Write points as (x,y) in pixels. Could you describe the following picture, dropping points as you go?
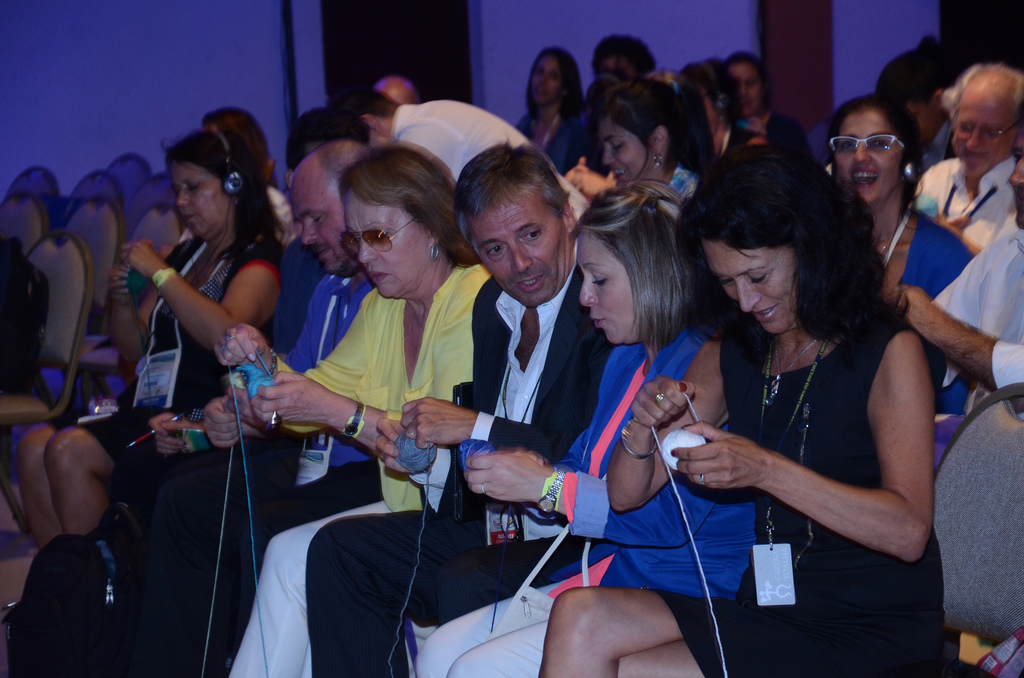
In this image we can see few persons (510,268) are sitting on the chairs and among them few persons (383,266) are holding thread bundles (491,446) and pens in their hands (261,344). In the background (95,295) we can see empty chairs (71,273), objects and wall (82,132).
